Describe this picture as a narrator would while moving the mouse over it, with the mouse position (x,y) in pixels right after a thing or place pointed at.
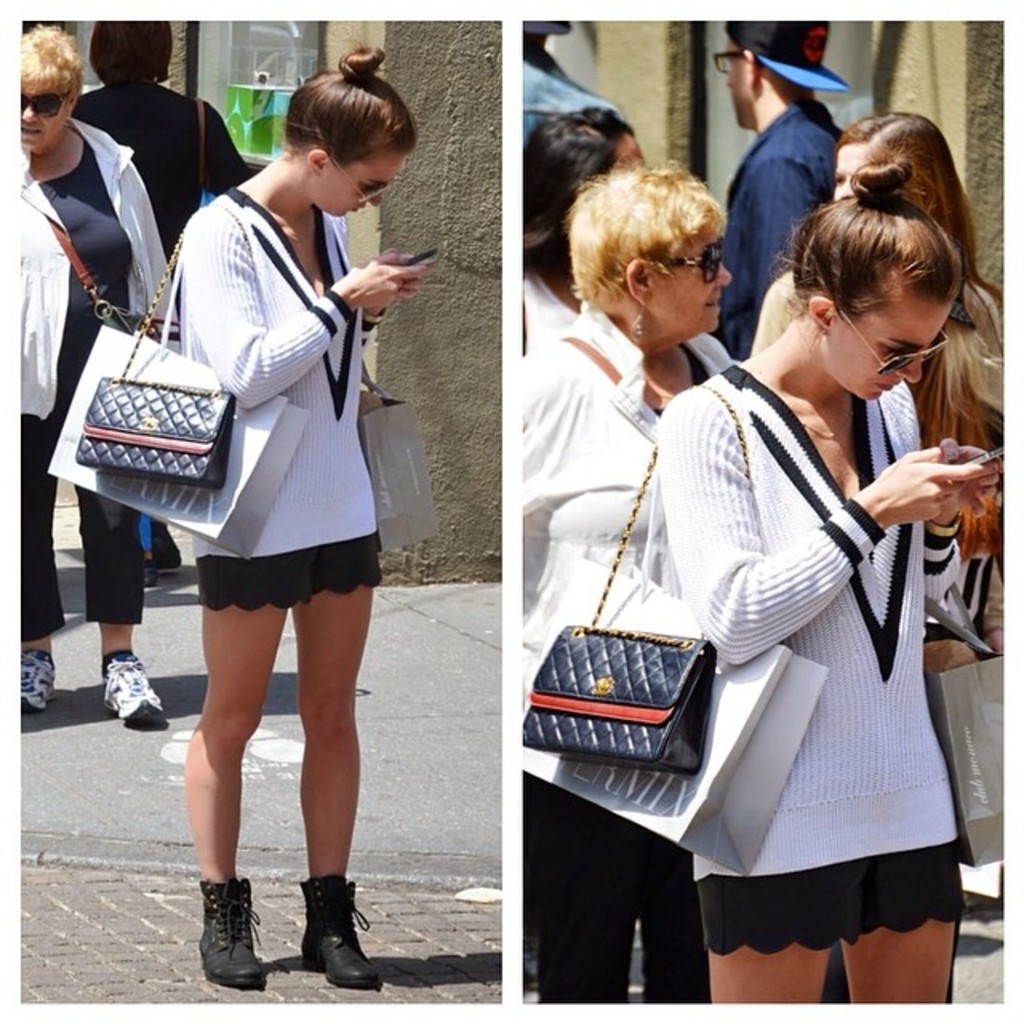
In this picture we can see woman (290,131) standing on road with mobile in her hands (405,265) and looking at and carrying three bags (185,378) and at back (187,121) of her we can see two persons (154,133) walking and aside to this we have same picture with zoomed angle.
